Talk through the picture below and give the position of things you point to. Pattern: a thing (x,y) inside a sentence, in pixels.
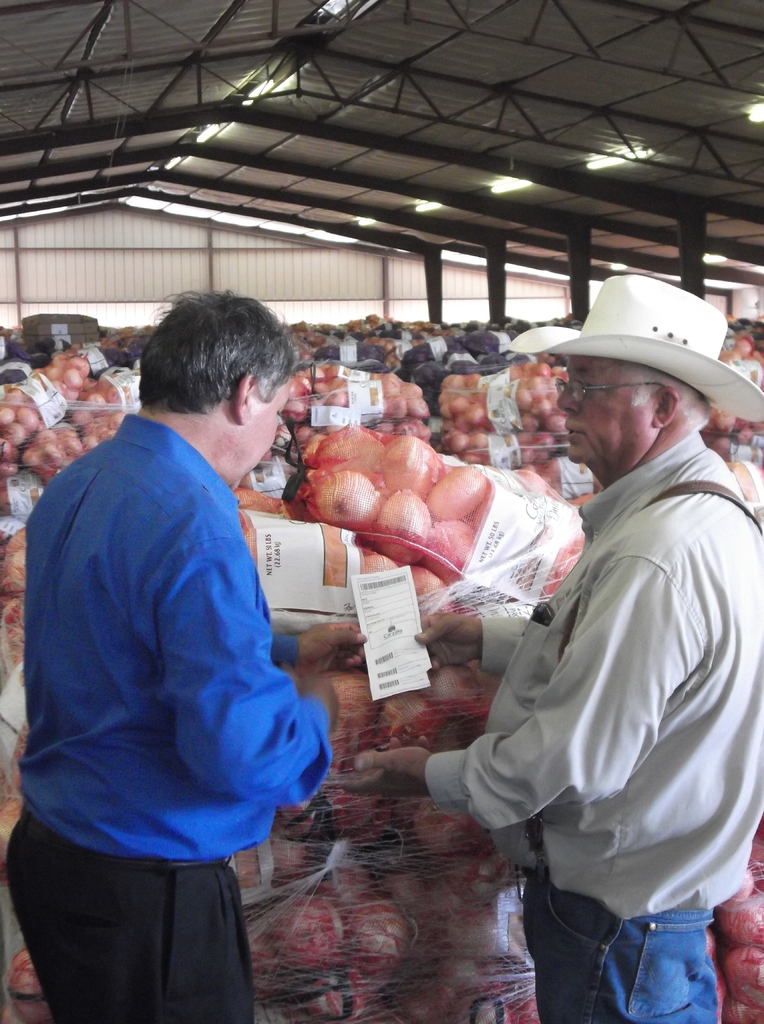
In this image, we can see two men (121,903) standing, there are some objects (374,569) placed in the bags (5,478). At the top (549,84) we can see the shed (415,75).
